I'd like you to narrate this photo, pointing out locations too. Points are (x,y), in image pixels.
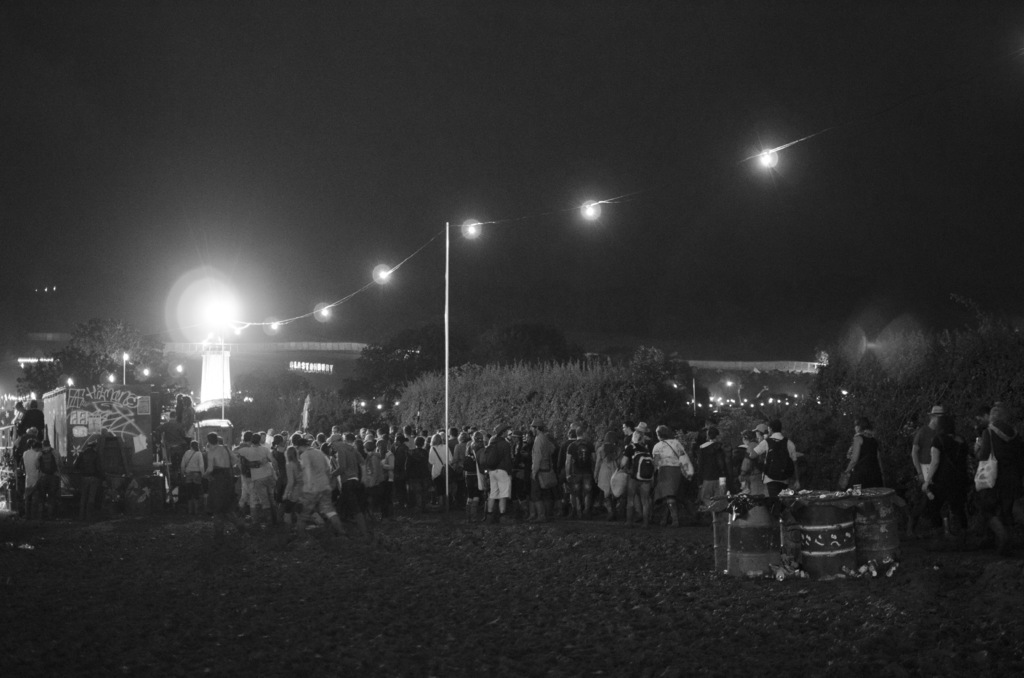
In this black and white picture there are people (408,463) standing on the grassland (498,561). There are plants (594,421) and trees (761,411) on the grassland (910,555). There are drums (859,537) on the grassland (852,584). There are lights (278,328) attached to the wire (418,248) which is connected to a pole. Left side (89,410) there is a stall (85,441). There are street lights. There is a bridge (186,350). Background (93,355) there are trees (360,391). Top of the image (413,141) there is sky (655,152).
